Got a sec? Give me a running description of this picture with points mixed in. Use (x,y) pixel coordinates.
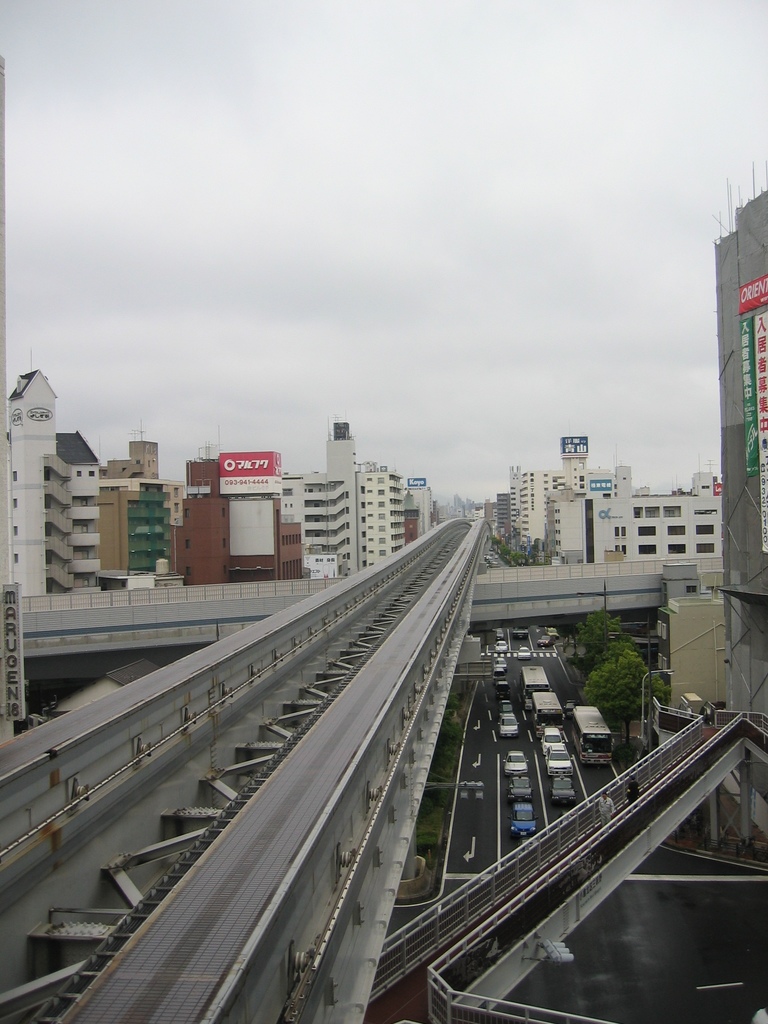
In this image there is a railway track (279,755) at the top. At the bottom (493,834) there is a road (477,852) on which there are so many vehicles (513,755). In the background (491,501) there are buildings (544,513) on either side of the track (469,533). At the top (428,174) there is the sky (410,166).
